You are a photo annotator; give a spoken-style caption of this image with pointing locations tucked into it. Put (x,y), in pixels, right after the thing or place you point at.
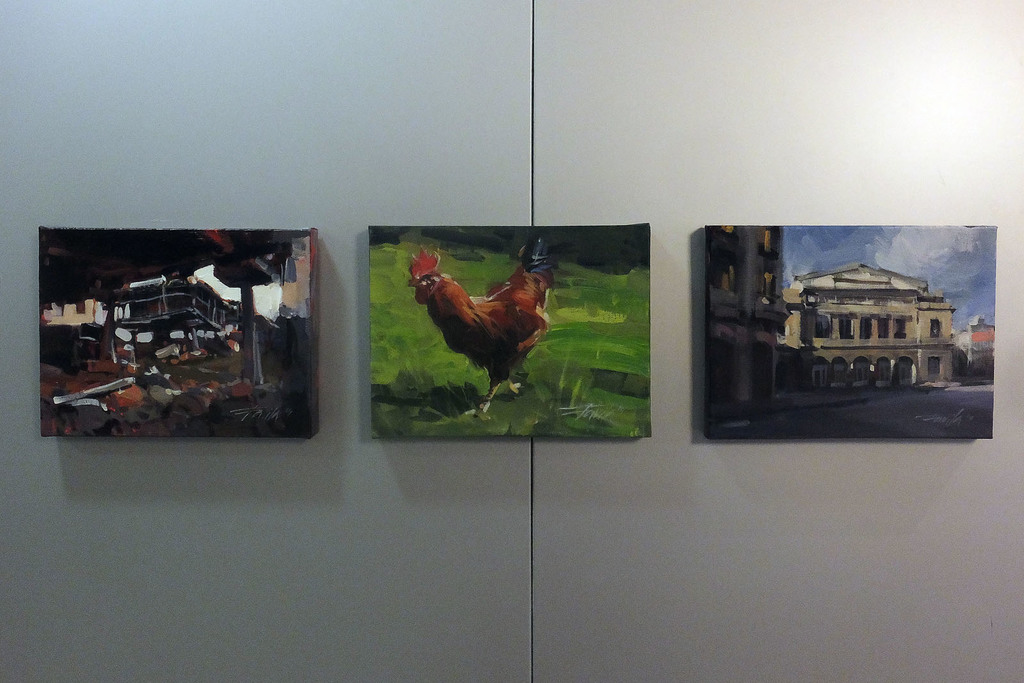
In this image we can see three paintings (500,320) on the wall (662,327).
